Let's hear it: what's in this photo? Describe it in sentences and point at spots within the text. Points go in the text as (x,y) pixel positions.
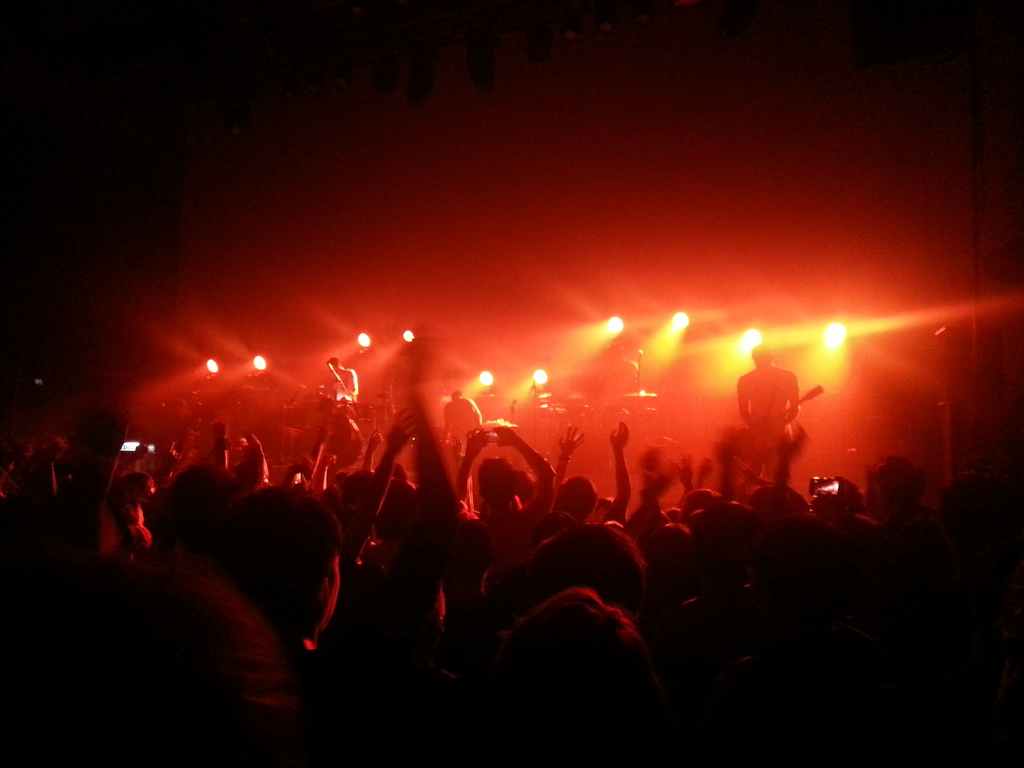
In this image we can see group of persons (219,540). Behind the persons (323,487) we can see lights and few people (762,362) playing musical instruments (646,393). The background of the image (716,396) is dark.
